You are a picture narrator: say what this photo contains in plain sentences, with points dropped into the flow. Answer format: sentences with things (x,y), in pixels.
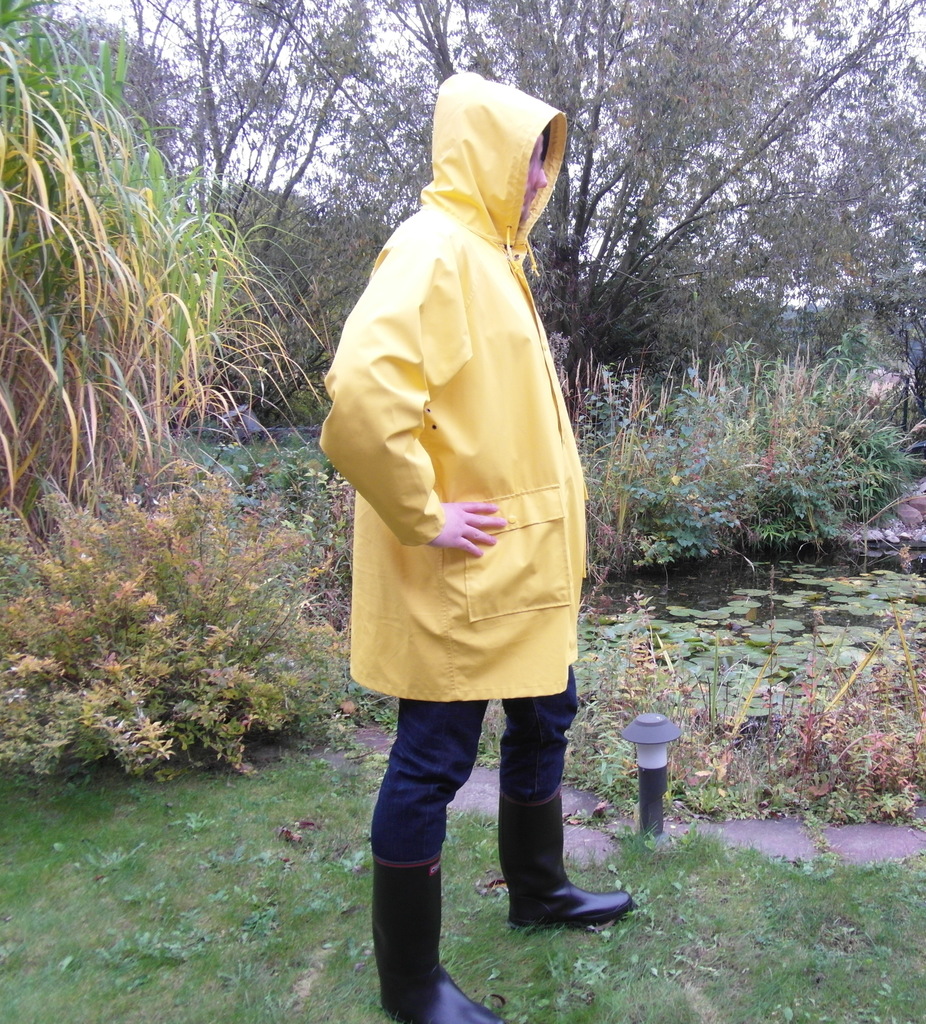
In this image, we can see a person (536,348) standing and wearing a raincoat (513,472). There is a pond (774,613) on the right side of the image (790,630). There are some plants (715,413) in the middle of the image (316,489). In the background (709,195), there are some trees (200,156).
